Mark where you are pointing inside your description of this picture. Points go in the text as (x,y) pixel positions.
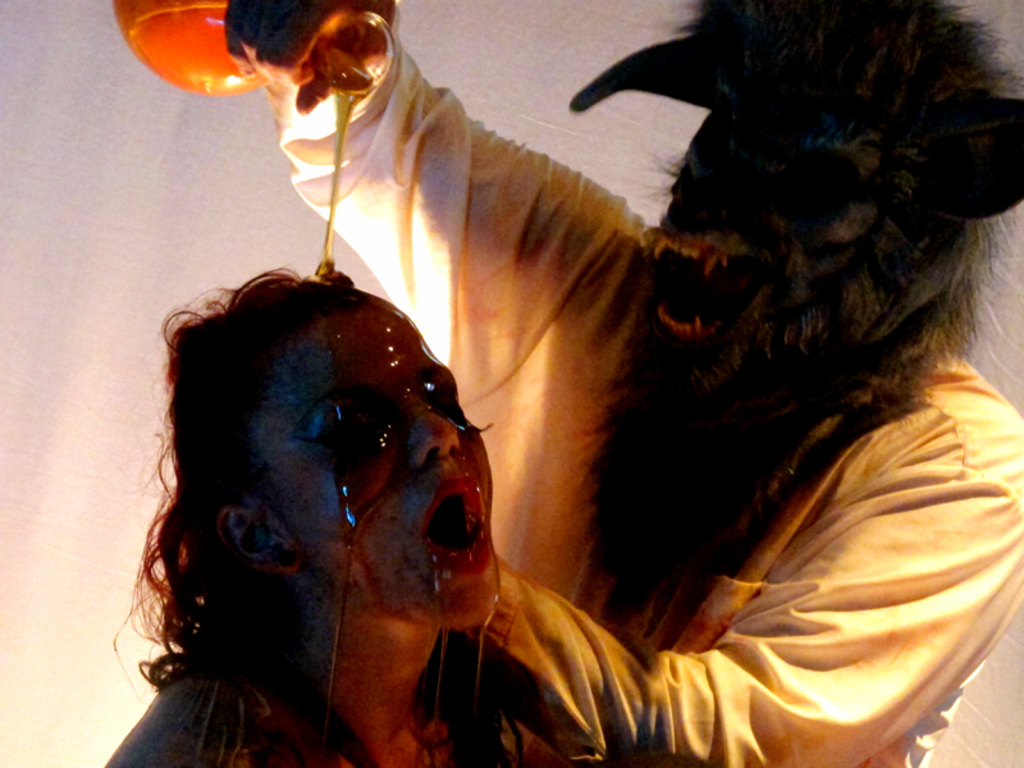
In this picture we can see there are two people (379,519) in the fancy dresses (571,514) and a person (391,181) is holding an object (194,27). Behind the people (421,463) there is the white background (566,103).
